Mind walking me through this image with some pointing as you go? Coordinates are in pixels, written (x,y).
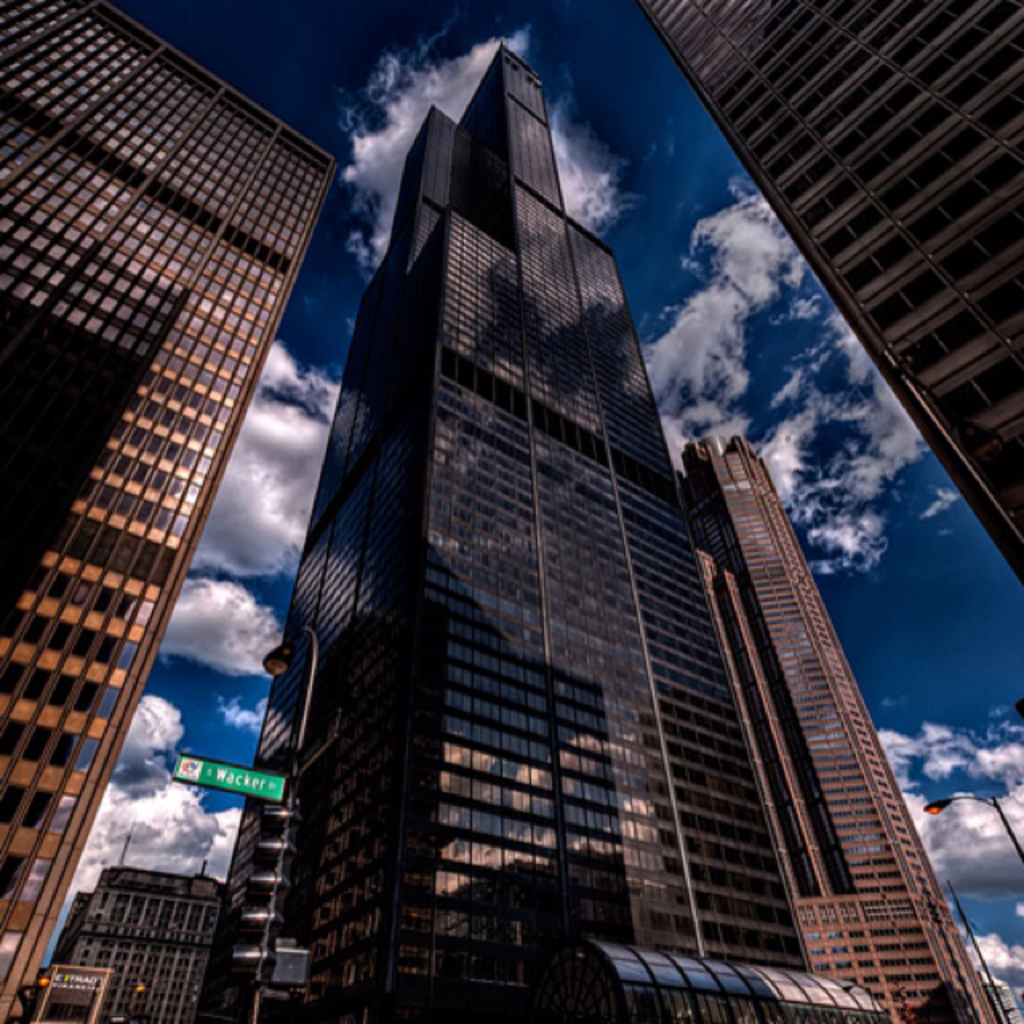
In this image we can see buildings (821,844), poles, and boards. In the background (235,622) there is sky (385,60) with clouds (245,642).
